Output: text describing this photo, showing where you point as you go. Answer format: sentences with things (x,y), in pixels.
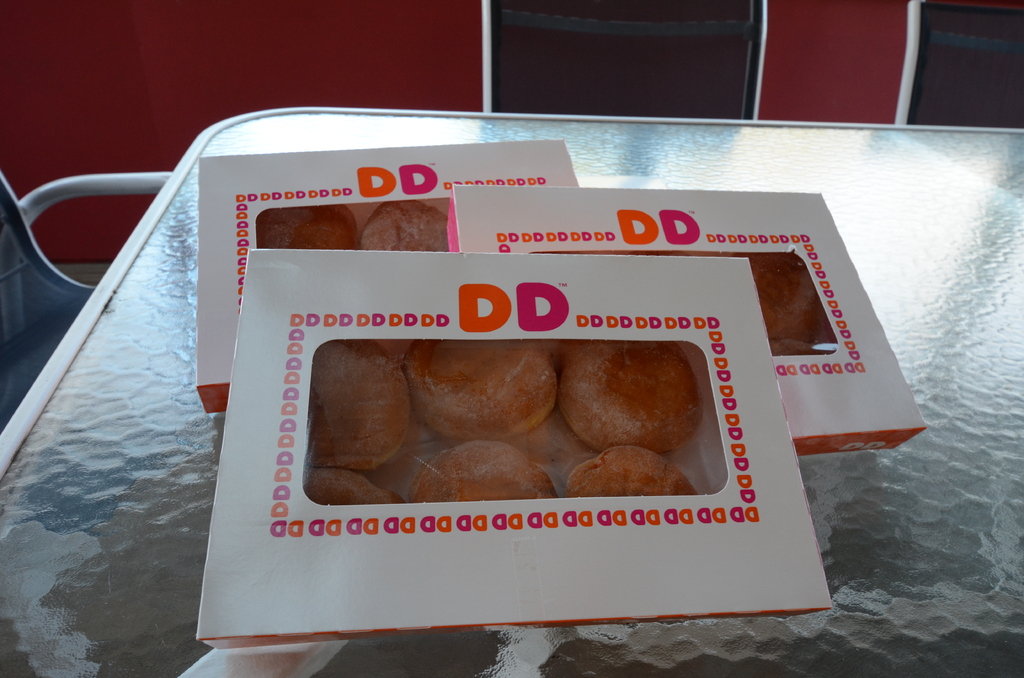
In this image there are some food items (432,349) in the boxes (530,323) and the boxes (554,454) are on the table (71,377), there is a chair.
